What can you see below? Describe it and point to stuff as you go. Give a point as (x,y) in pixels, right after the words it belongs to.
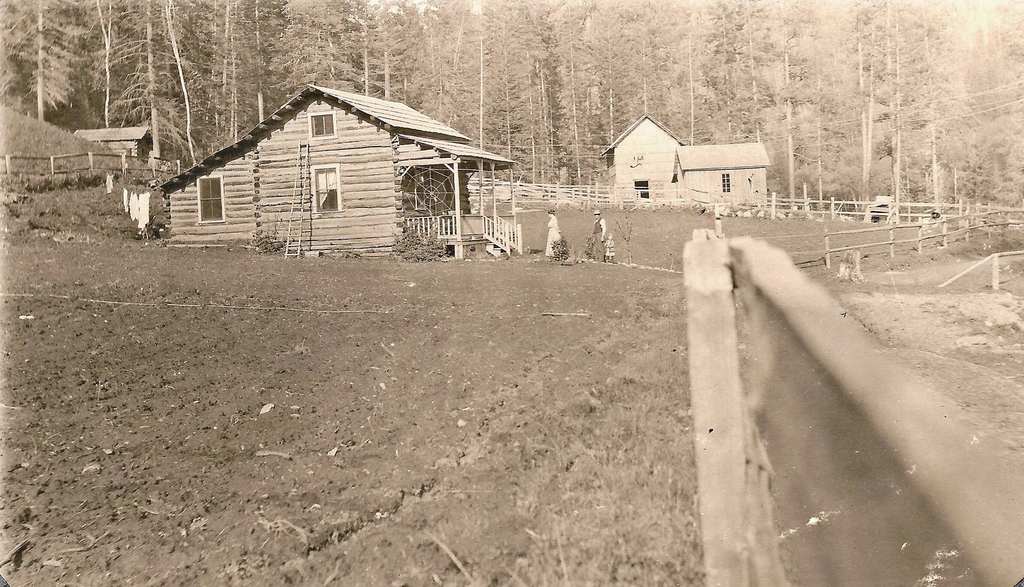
In this picture we can see trees (503,82), houses (494,168) and three people (607,248) near to a house (459,208). We can see plants (275,246), fence (501,187) and a ladder (301,228).
